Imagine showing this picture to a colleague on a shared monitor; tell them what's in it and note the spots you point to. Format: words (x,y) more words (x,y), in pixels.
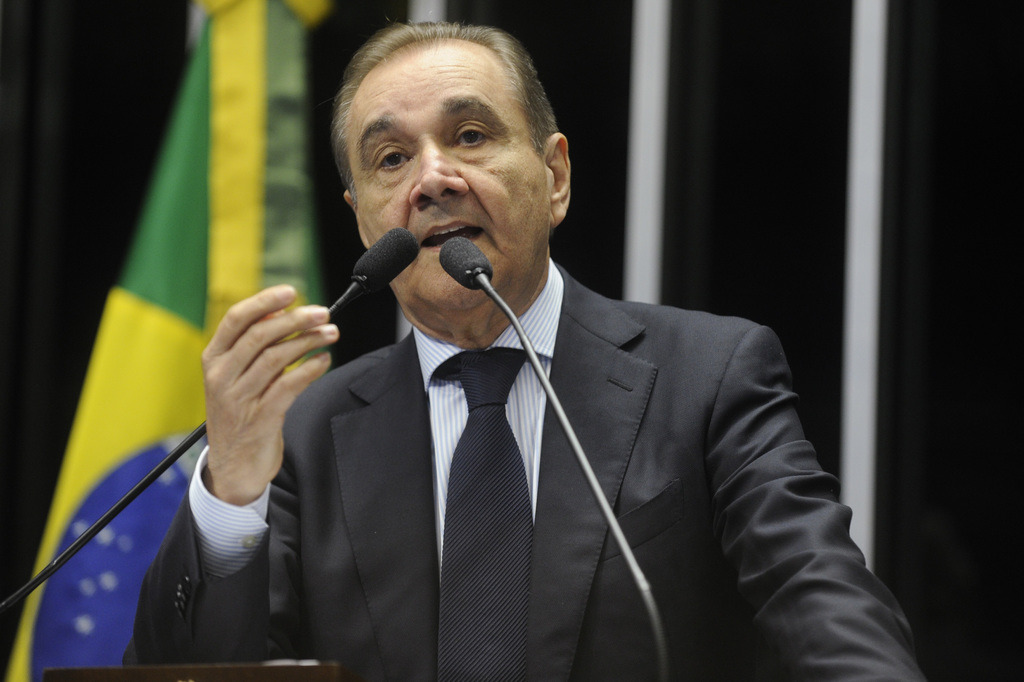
In this image we can see a person (519,461) standing and there are two mics (404,243) in front of the person (349,432) and there is a flag (215,194) in the background (230,288).
